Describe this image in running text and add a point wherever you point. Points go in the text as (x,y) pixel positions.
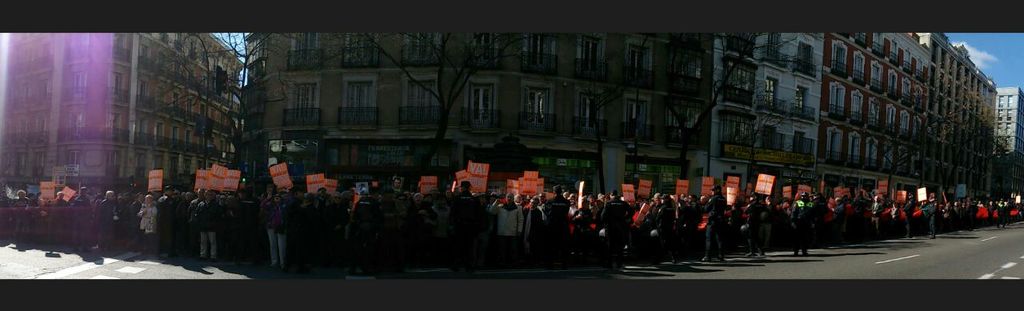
In this image we can see a group of people (860,232) standing and holding the boards (762,191) with written text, we can see buildings (265,116), windows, road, at the top (997,81) we can see the sky (1009,67).
